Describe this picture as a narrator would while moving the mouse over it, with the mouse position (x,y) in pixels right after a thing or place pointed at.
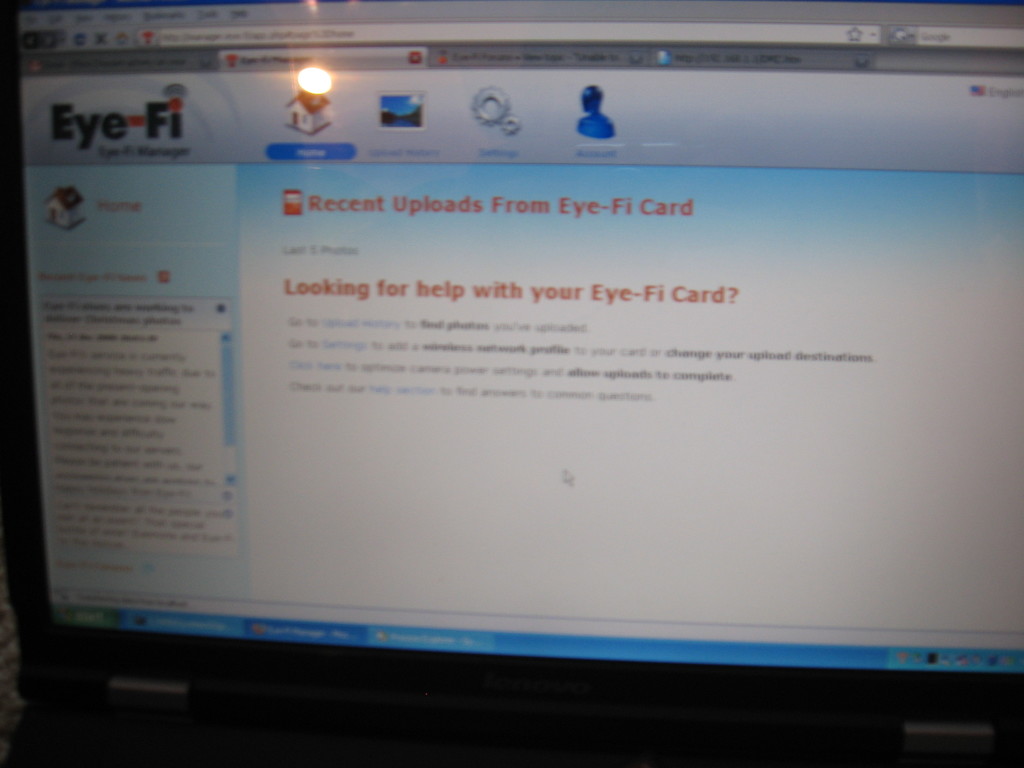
In this picture we can see computer screen (109,483). On the screen (852,185) we can see house (290,121) and other icons (602,138).
